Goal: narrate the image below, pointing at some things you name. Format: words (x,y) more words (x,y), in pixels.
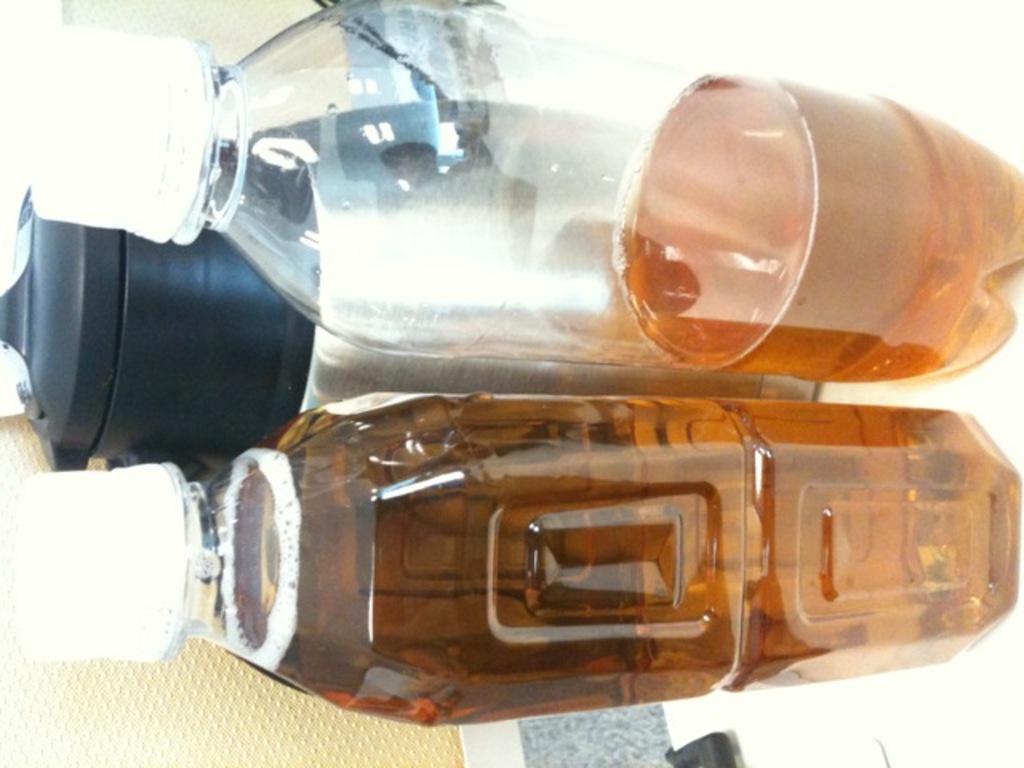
In this picture there are three bottles (355,336) in the horizontal way, it contain different type of liquids (599,469) in it in this picture.
